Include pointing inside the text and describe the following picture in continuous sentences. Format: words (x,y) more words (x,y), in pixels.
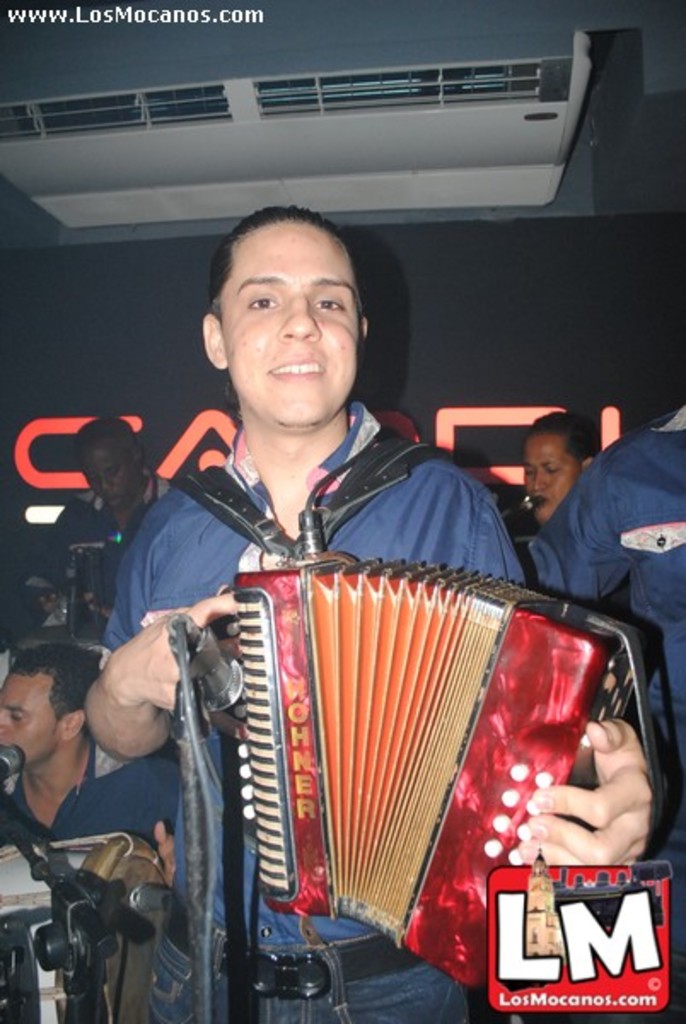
A person (381,962) is standing, playing a red accordion (305,679). There is a microphone (207,698) at the front (158,907). Behind him there are other people (572,537). There is a black background (403,243) and AC (190,101) is present on the top (290,86).
